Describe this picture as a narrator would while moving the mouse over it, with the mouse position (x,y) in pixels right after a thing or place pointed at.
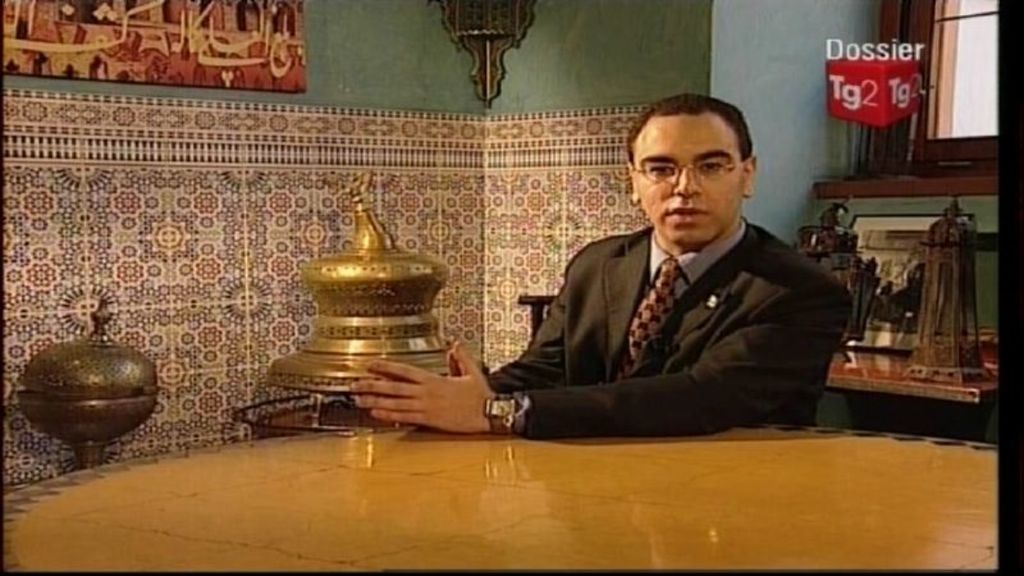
In the image we can see there is a man (734,308) sitting on the chair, behind there are antique pieces (361,346) on the table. There is photo frame (267,54) on the wall (369,88).
